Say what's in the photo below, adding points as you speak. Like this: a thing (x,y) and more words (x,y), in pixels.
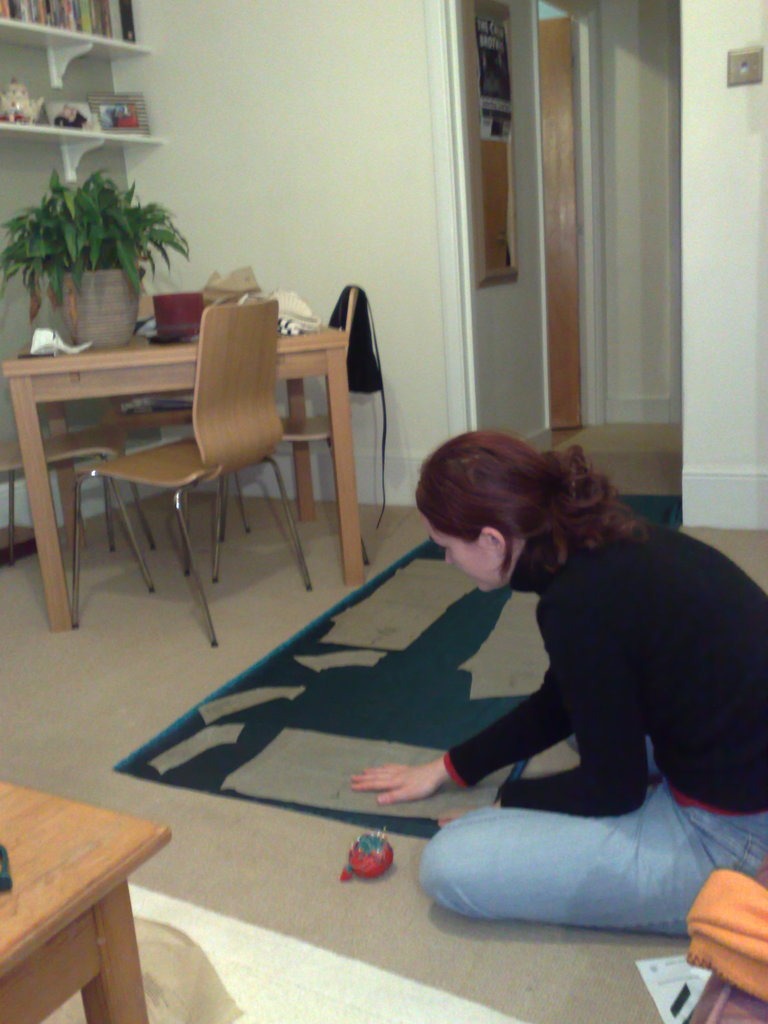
In this picture in the front (139,932) there is a table (131,922) on the left side (21,902) and in the center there is a woman (611,805) sitting on the ground (399,839). In the background (185,468) there are empty chairs (221,416) and there is a table (143,359), on the table (130,353) there is a plant (116,266) in the pot (124,276), there are shelves (51,64) and in the shelf (63,66) there are objects (78,20), there is a door (561,188) and on the wall (523,132) there are frames (487,188). In the front (738,978) on the right side (739,976) there is a towel (746,960) on the cloth (731,1011), on the floor (365,879) there are objects (676,987) which are white and red in colour.
